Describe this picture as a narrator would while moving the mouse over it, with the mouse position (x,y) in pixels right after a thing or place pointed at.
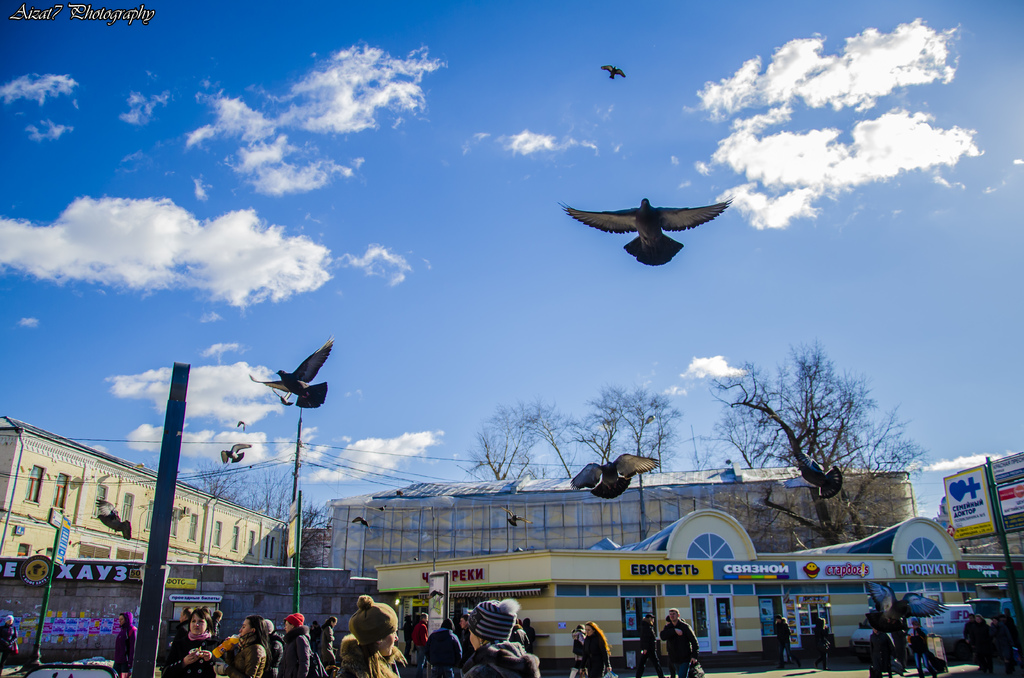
This picture is clicked outside. In the foreground (181,659) we can see the group of people (997,622) and we can see the buildings (209,543), metal rods (161,513), text (86,567) on the boards (951,494) and some other items (697,674). In the center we can see the birds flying in the sky (427,273). In the background (467,216) we can see the sky (463,209) with the clouds (267,262) and we can see the trees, buildings (26,457) and in the top left corner (139,17) we can see the watermark (43,17) on the image.
